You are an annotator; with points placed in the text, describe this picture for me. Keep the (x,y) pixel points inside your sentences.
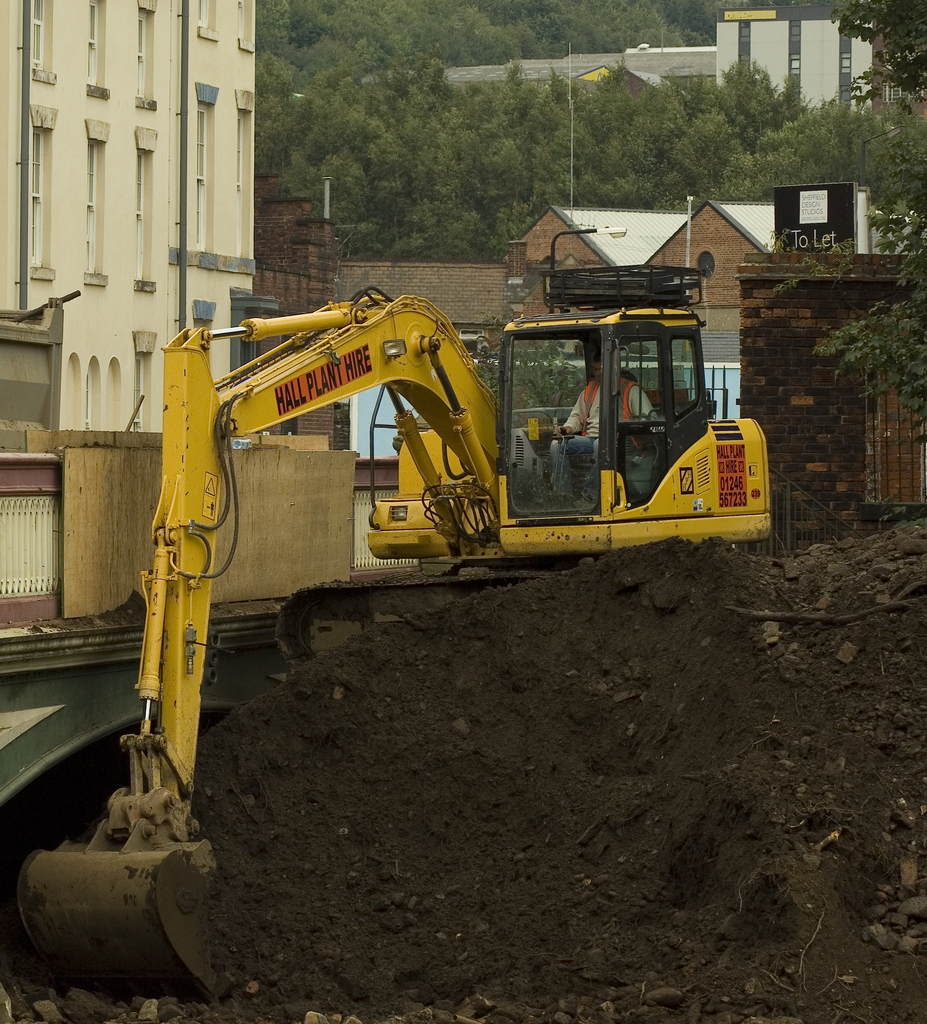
In the center of the image (590,376) a person (590,376) is riding bulldozer (176,460). In the background of the image (327,304) we can see buildings (236,220), trees (502,257), roof (582,228), pipes (186,27), boards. At the bottom of the image (603,798) we can see the mud (691,777).
